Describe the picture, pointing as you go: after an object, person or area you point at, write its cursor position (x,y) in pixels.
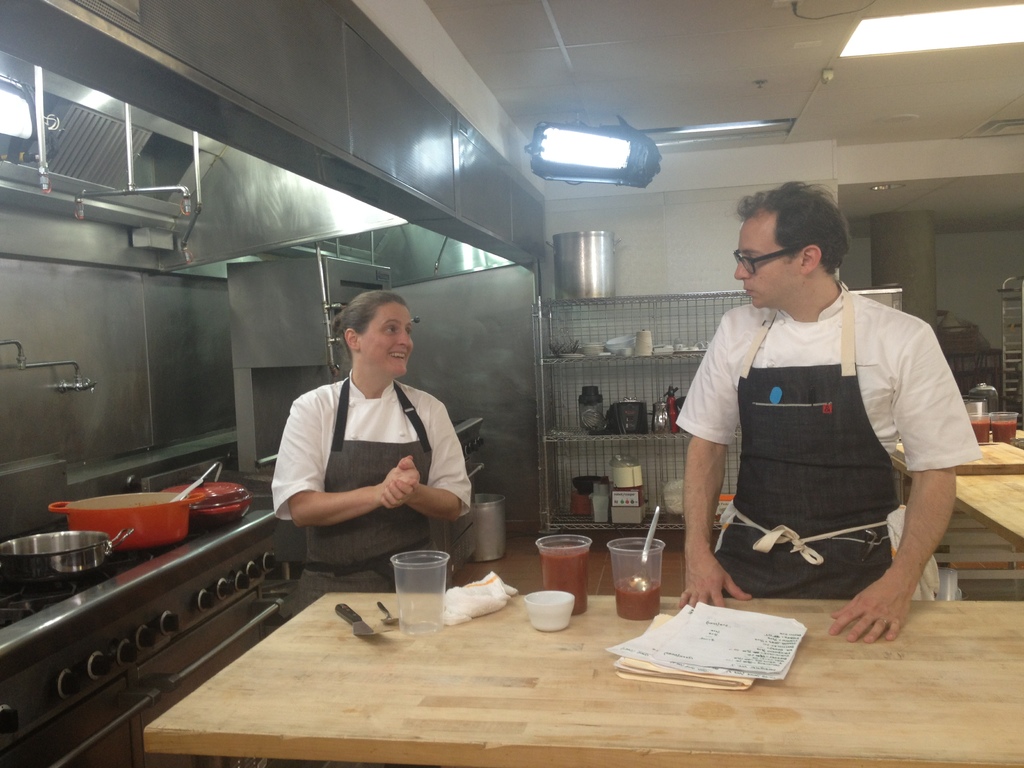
There are two chefs (420,460) in a kitchen (185,208) in front of a table (596,691). There are some glasses (638,612), jars (577,594), knives (353,626) and some papers (669,661) on the table (298,674). We can observe some bowls (129,536) here. And in the background (594,358) there is a light (606,178) and a shelf (596,435) here.
